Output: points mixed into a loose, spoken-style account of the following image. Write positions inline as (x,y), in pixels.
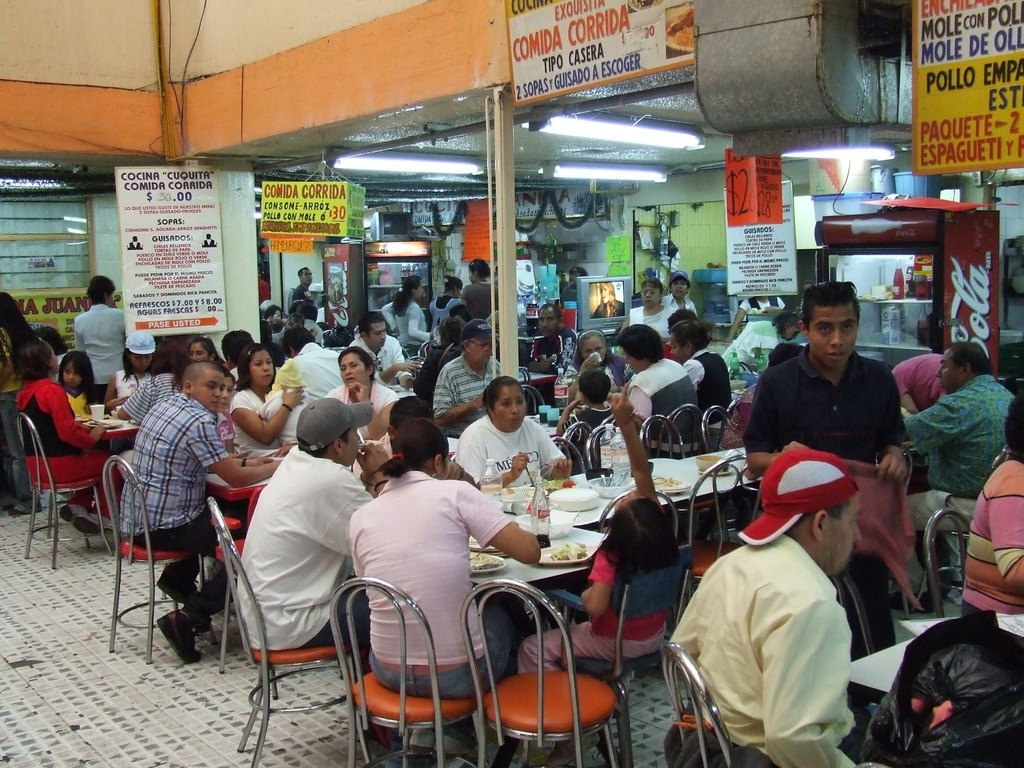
AS we can see in the image there are few people (322,401) sitting on chairs (406,697), poster (266,220), banner (279,225), window (88,261), wall (326,77) and on tables (585,532) there are plates (577,558), bottles (537,509) and glasses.
